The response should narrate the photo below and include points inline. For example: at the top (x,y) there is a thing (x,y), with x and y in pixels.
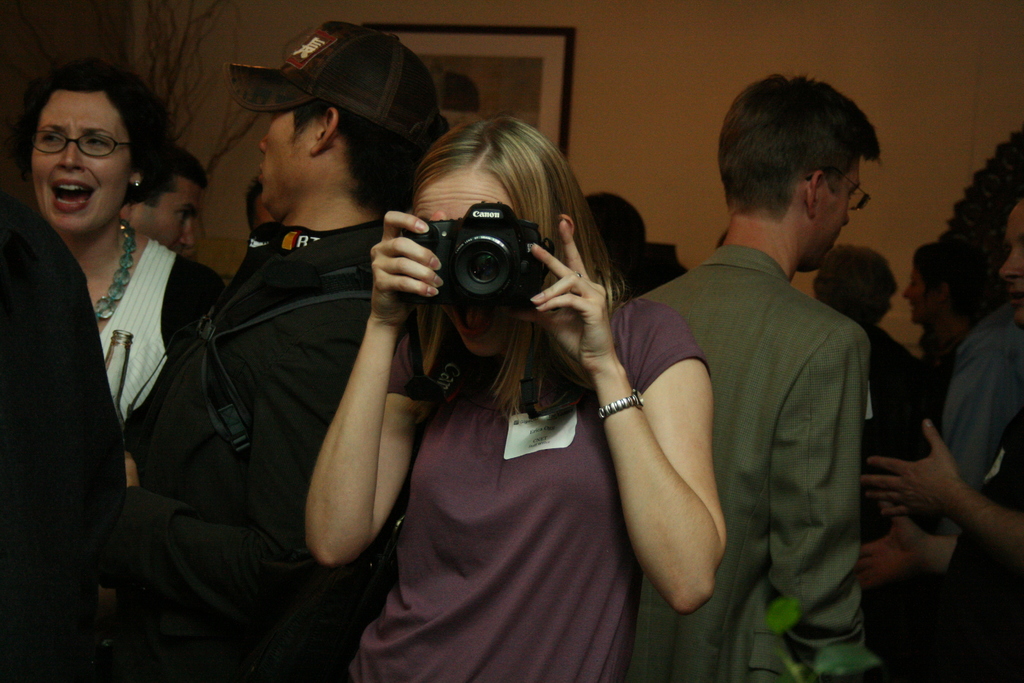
In the image we can see there are lot of people (63,622) who are standing and in front (544,581) there is woman (537,383) holding a camera (445,280) in her hand (403,279).
